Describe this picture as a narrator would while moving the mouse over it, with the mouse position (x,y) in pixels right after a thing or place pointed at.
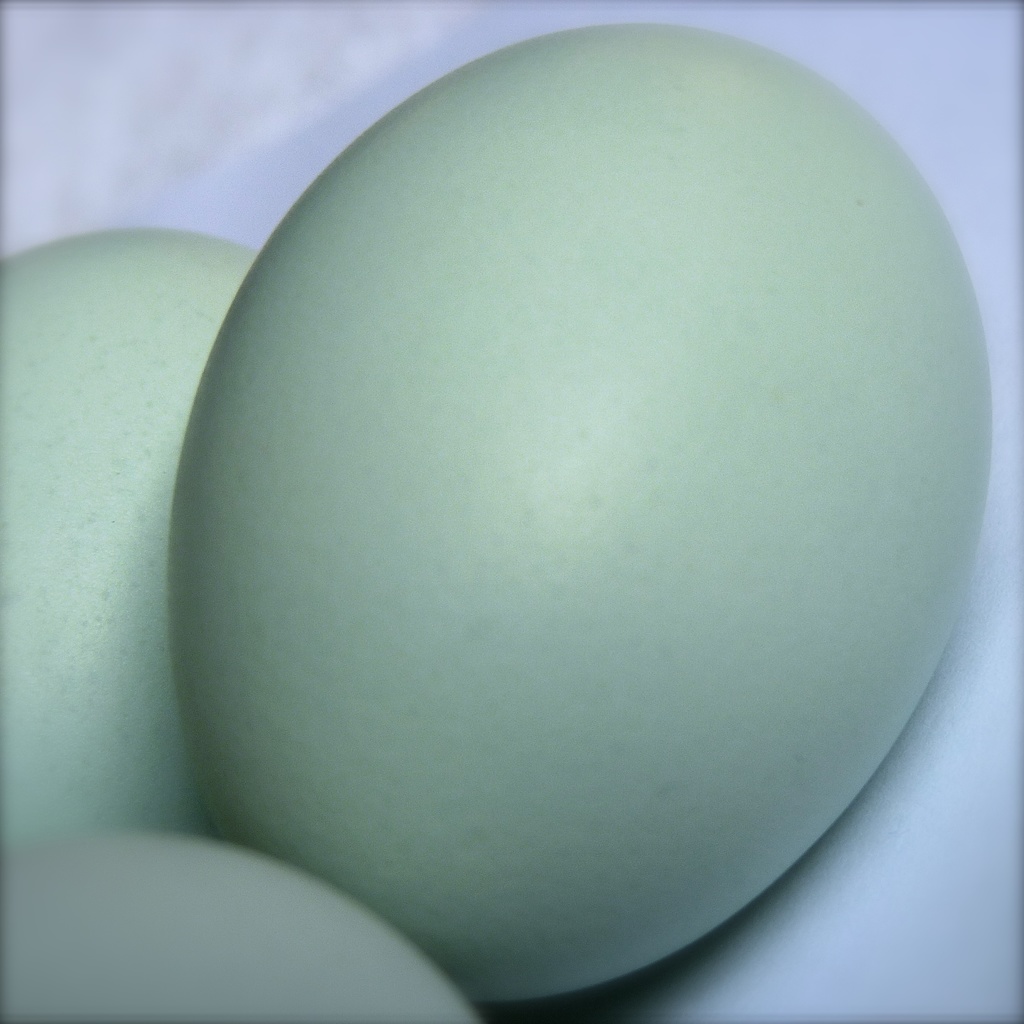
In the middle of the image (581,356) there are three eggs (181,608) on the white surface (221,122).
